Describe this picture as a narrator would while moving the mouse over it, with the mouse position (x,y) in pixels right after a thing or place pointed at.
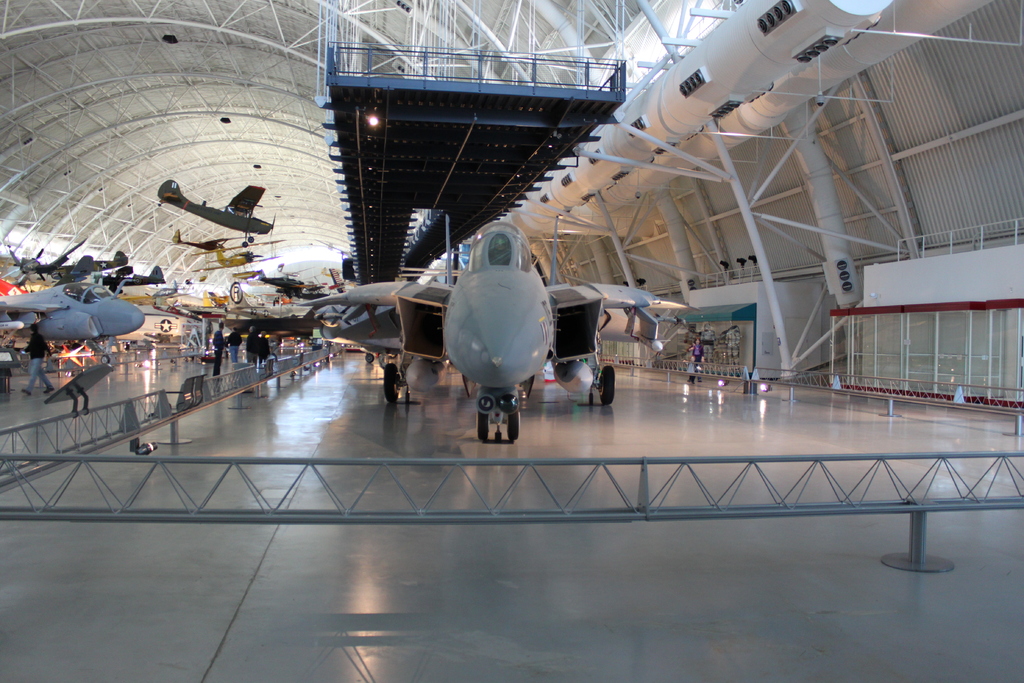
In the middle (560,333) it's an aeroplane (412,328) which is in grey color. On the left side (79,264) there are other aeroplanes (273,320).
